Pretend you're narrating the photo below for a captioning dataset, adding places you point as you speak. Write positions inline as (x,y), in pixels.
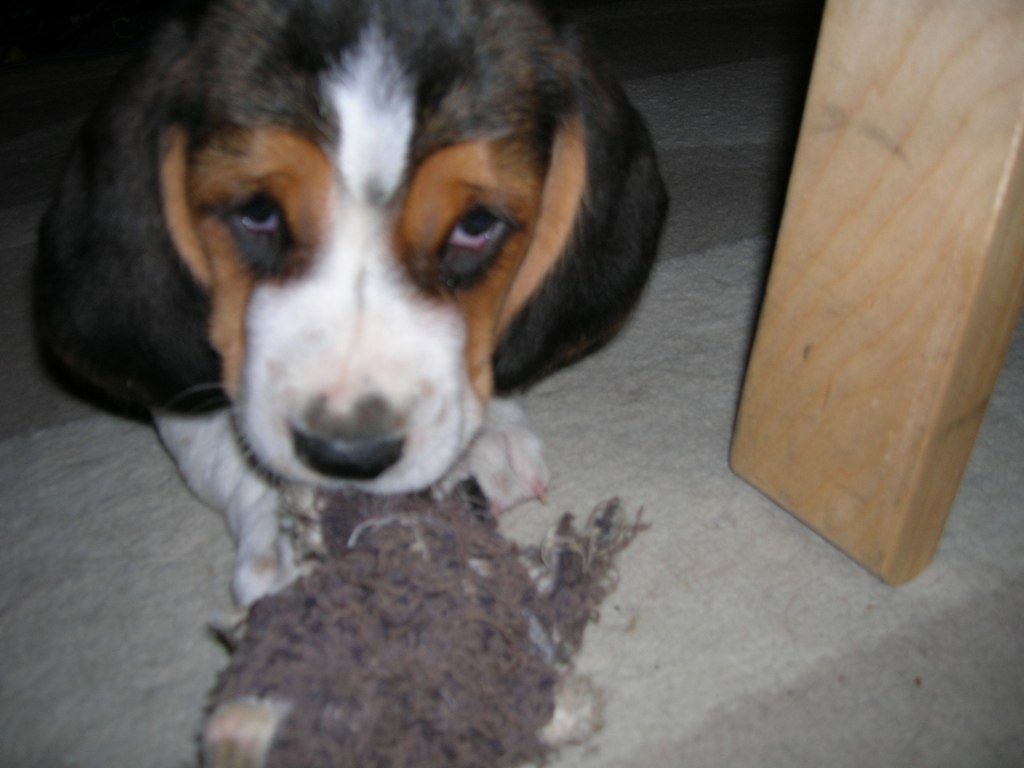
In the center of the image (427,300) we can see a dog (428,319) on the floor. In front of a dog (429,370), we can see some object (395,591). On the right side of the image (876,281), there is a wooden object (860,369).
